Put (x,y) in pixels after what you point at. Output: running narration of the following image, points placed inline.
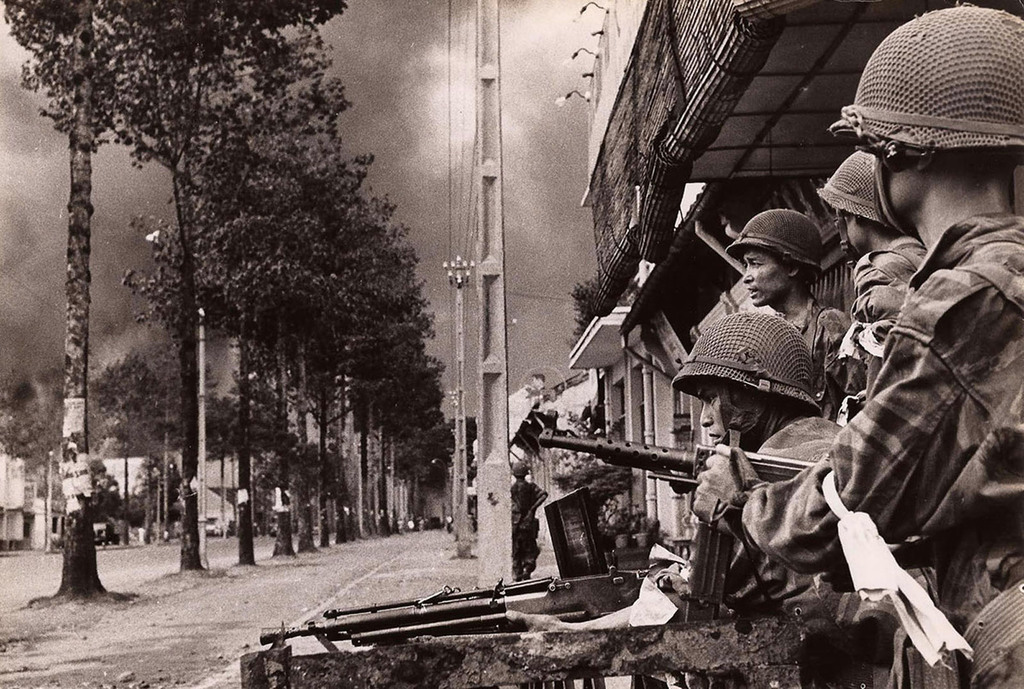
This is a black and white image. On the right side of the image (780,412) some persons (791,436) are there and holding guns (707,544) and wearing cap (777,387). In the background of the image (729,306) we can see buildings (864,37), lights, poles (483,171), wires (449,99), trees (208,337). At the top of the image (420,101) we can see the sky (452,118). At the bottom of the image (184,647) there is a ground (171,637).
